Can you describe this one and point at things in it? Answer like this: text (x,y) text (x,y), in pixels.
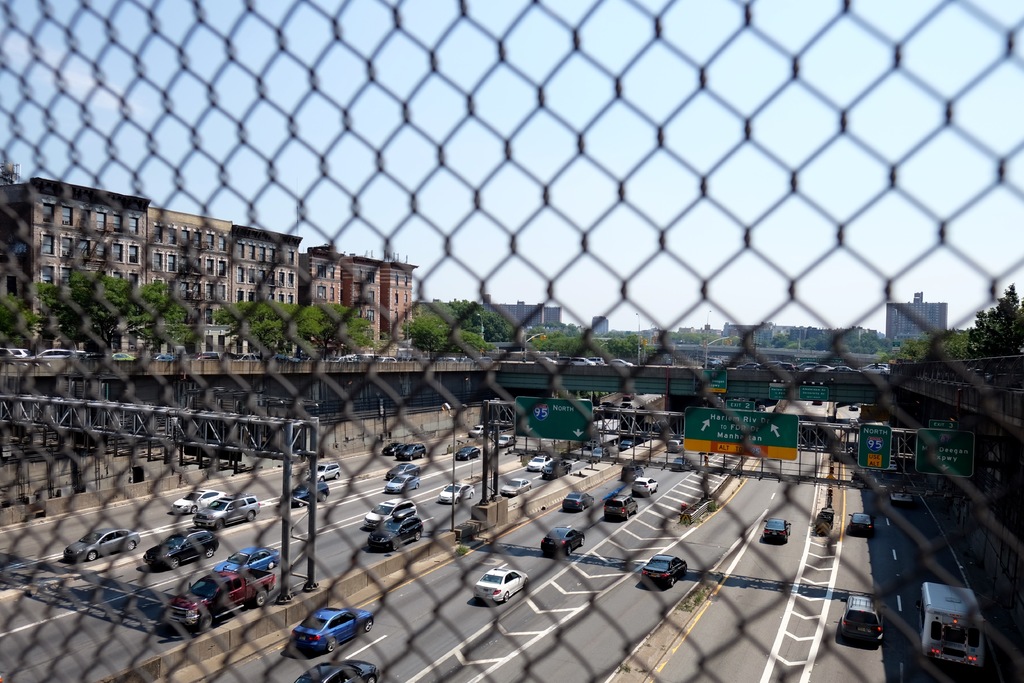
In this picture I can see few cars (544,529) on the road (76,641) and I can see few boards (885,426) with some text (813,391) and I can see trees (980,336), buildings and a cloudy sky (569,83) and I can see metal fence (574,238).
